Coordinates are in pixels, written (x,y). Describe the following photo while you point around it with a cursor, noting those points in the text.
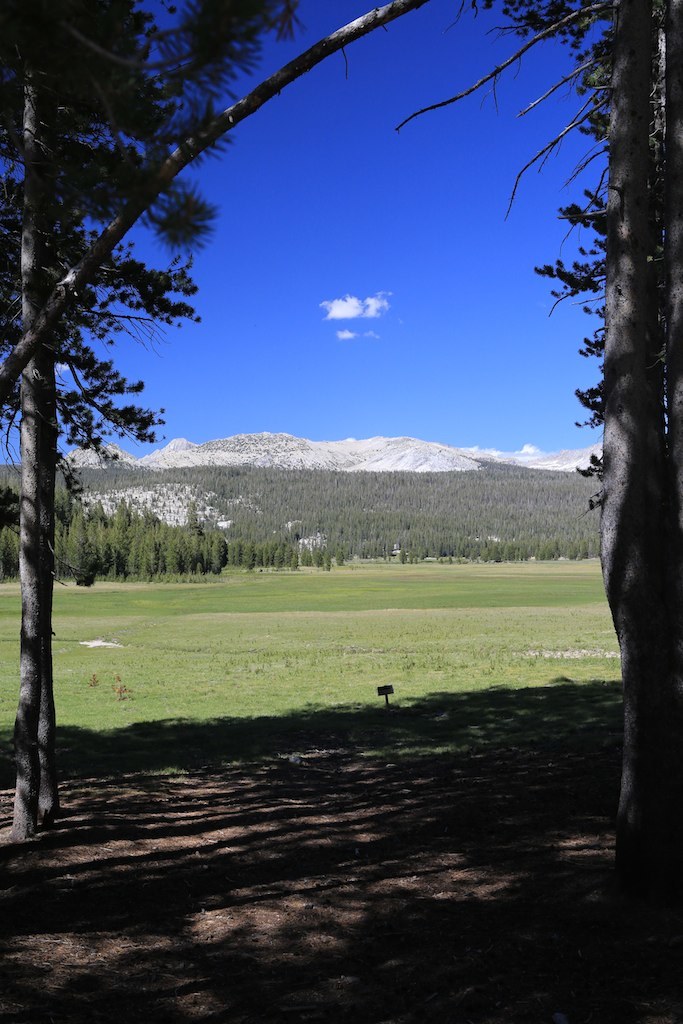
In the image we can see in front (149,745) there is a ground (258,649) which is covered with grass (328,598). Behind there are trees (240,505) and there are mountains (344,445).
